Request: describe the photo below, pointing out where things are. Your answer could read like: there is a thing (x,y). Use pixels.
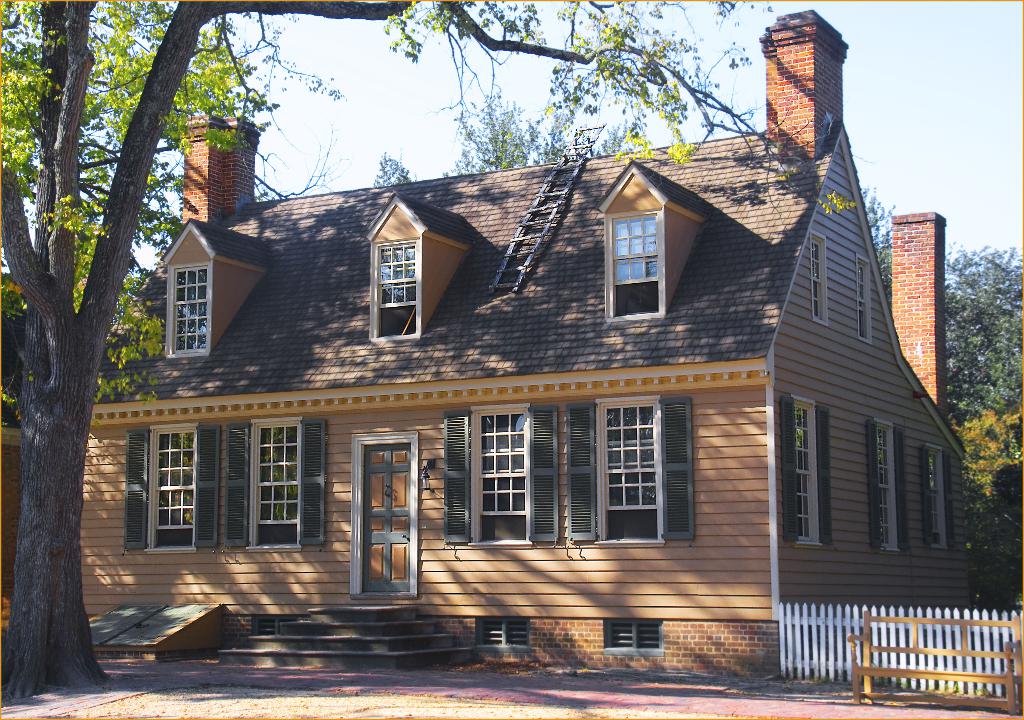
In this image we can see wooden house (325,269), ladder (539,237) on the roof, steps (377,658), road (283,672), wooden fence (806,642), wooden bench (853,644), trees (66,617) and the sky (872,79) in the background (1017,387).
